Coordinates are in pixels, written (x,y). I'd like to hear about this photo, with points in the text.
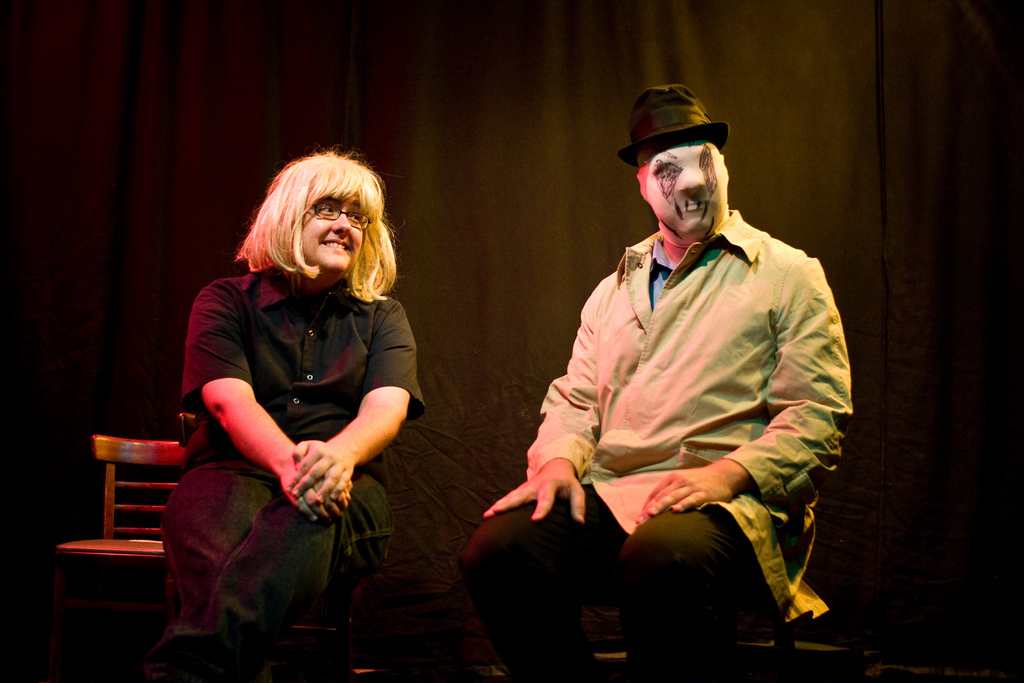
In this image there are two persons (616,345) sitting on the chairs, there is a person (658,178) with a mask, and in the background (757,197) there are curtains (176,404) and a chair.
